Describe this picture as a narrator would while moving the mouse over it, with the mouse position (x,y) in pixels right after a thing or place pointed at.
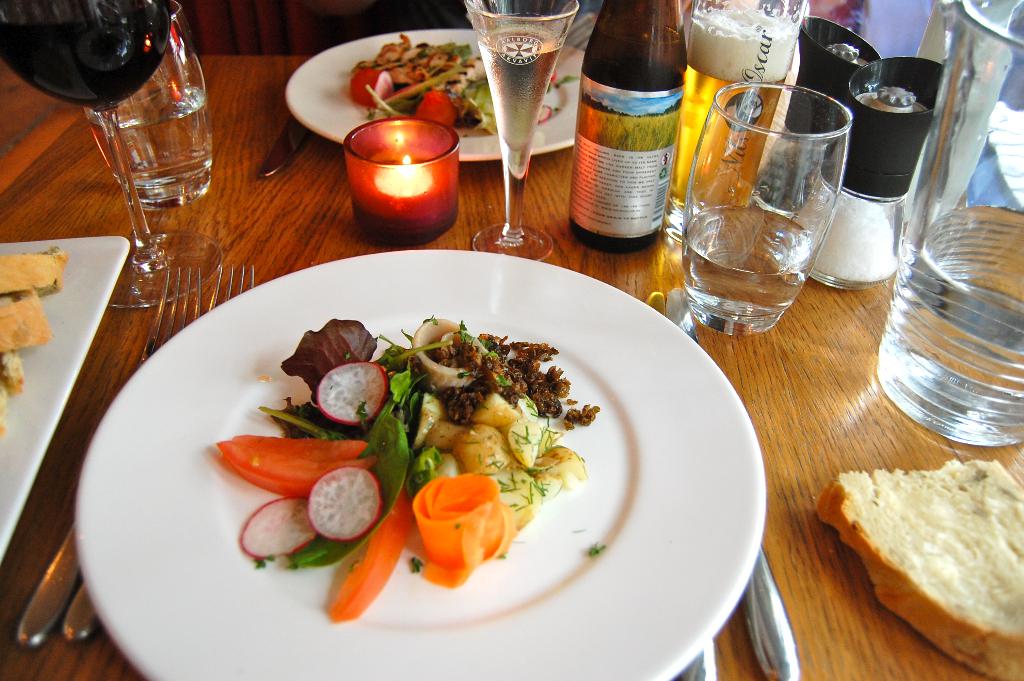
In this image there are food items (447,441) placed on the three plates (297,326). On the right side of the image (945,331) there is a glass jar (964,310) filled with water (935,316), glasses (774,238), candle (382,172), bottle (598,188), spoons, knives (797,670), forks (53,603) and a few other objects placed on a table (242,230).
